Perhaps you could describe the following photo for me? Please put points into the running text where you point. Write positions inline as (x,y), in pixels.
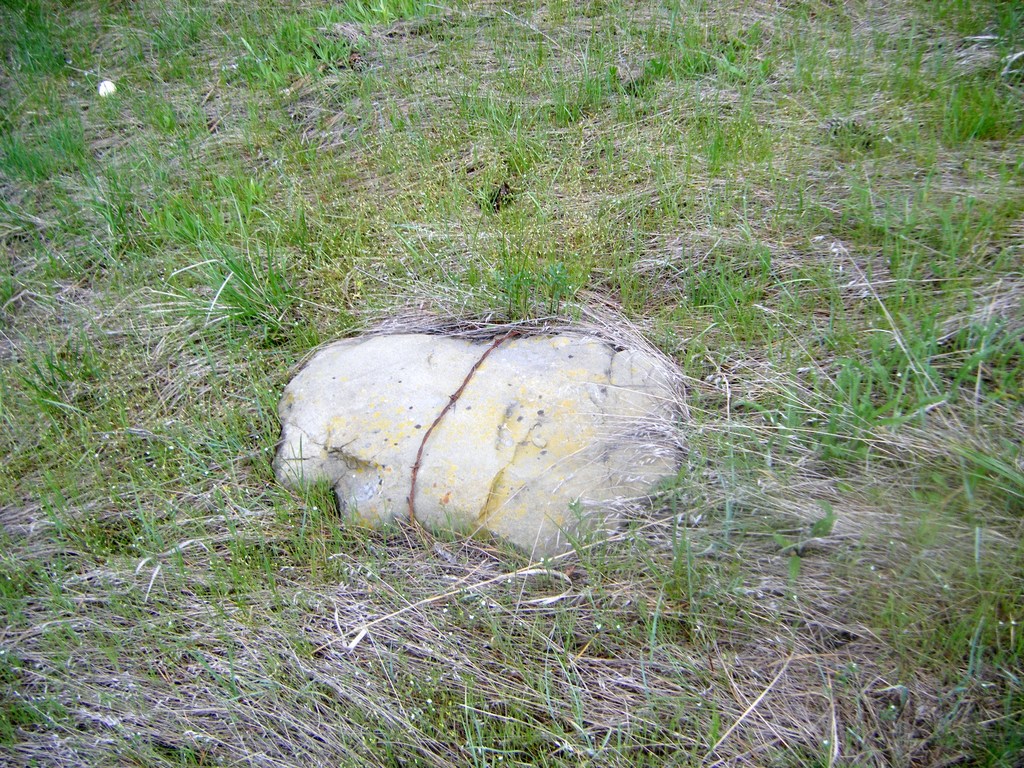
In this picture there is grass (752,123) and there is a stone (522,375).
